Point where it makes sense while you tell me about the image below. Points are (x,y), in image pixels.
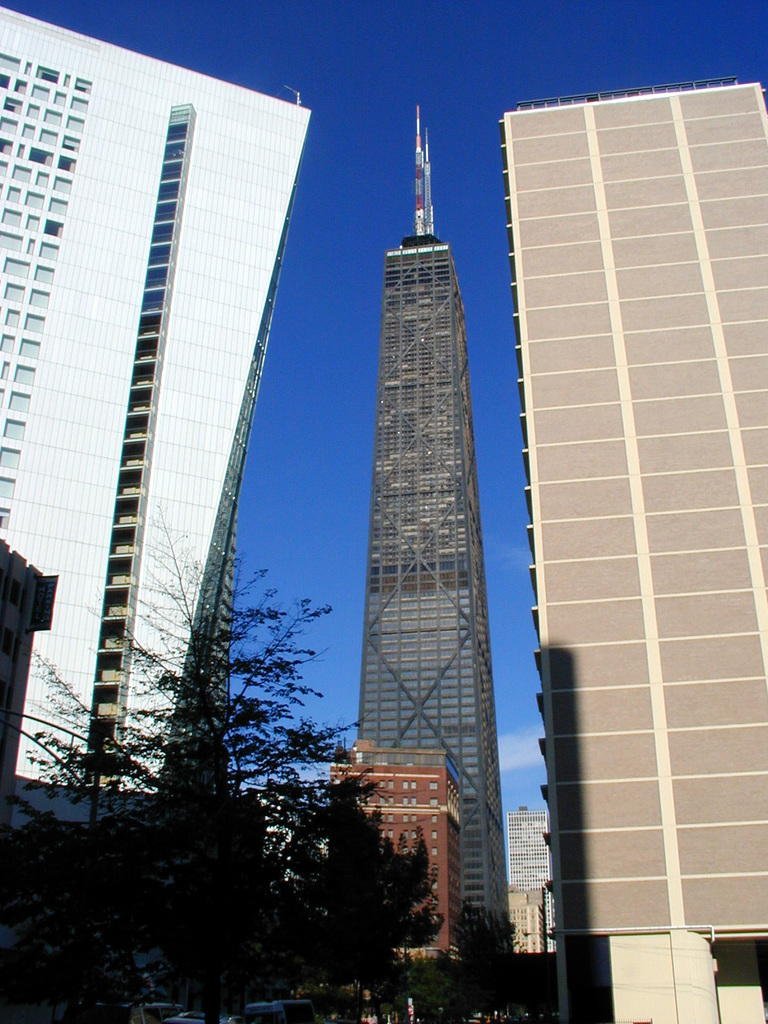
In the foreground of the picture (397,842) there are vehicles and trees (481,1002). In the center of the picture (398,612) there are buildings (453,744) and skyscrapers (377,396). Sky (372,85) is sunny.
